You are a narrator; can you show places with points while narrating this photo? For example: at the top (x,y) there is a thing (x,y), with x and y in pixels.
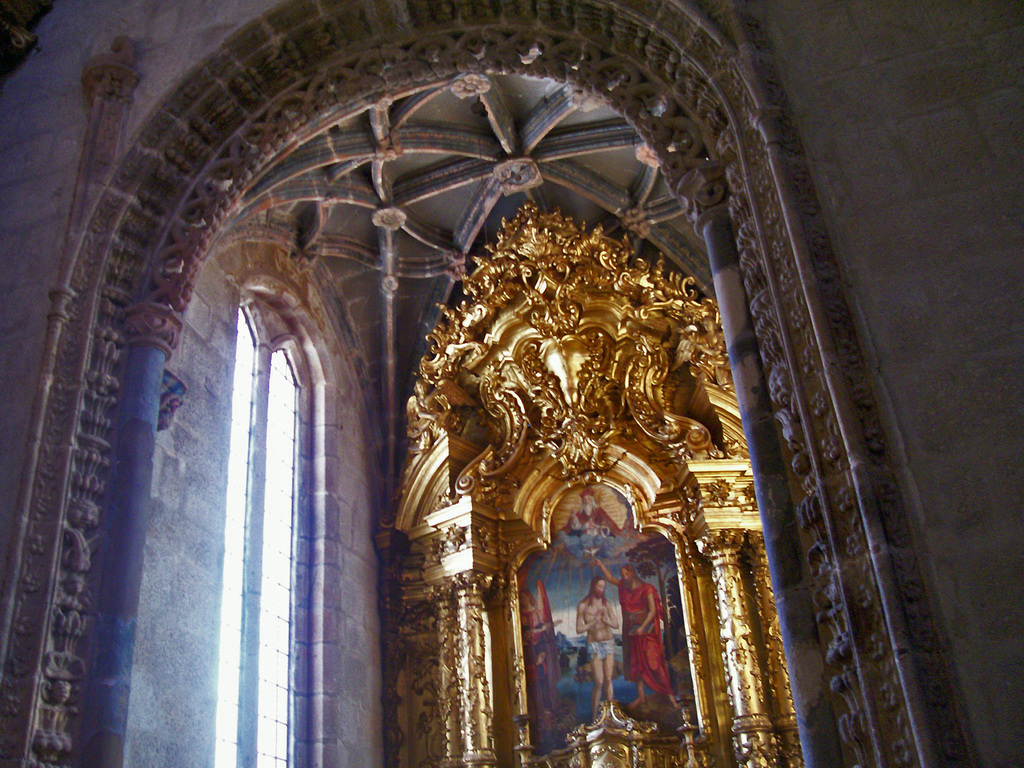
In this image we can see inside view of a building (200,536). There are windows (230,550) and arch (293,66). Also there is a decorative item (483,543) with pillars (724,636). And there is a painting (578,592).
